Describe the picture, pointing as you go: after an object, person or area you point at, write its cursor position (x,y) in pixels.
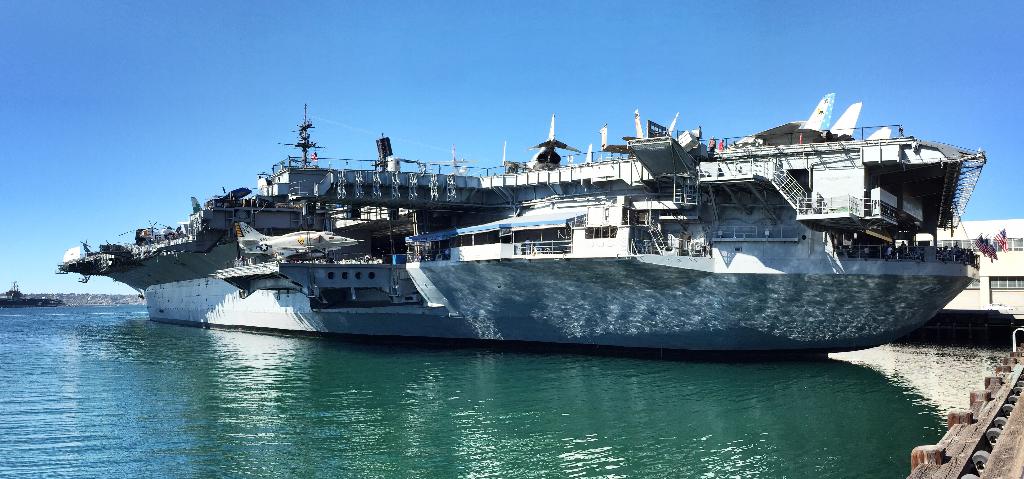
At the bottom of the image (135,352) there is water (359,359). On the water (838,441) there is a ship (527,180) with rods (342,181), flights (279,236), railings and flags (991,247). Behind the ship (293,189) there is a building (985,264) with windows (995,279). At the top of the image (343,38) there is a sky (199,50).
